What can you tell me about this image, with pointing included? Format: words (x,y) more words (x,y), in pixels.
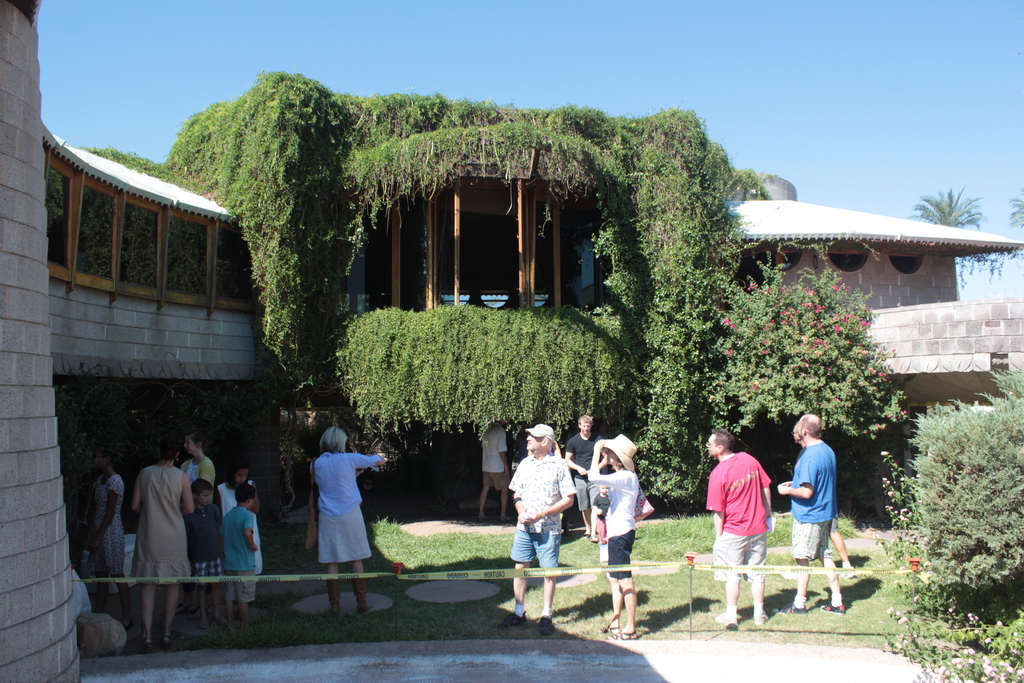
This is an outside view. At the bottom (518,566) few people (105,531) are standing on the ground (415,662) and also I can see the grass (439,542). In the background (62,324) there is a building (105,312) and also I can see a creeper plant (281,222) and windows (490,249). On the right side (939,539) there are few plants (954,478). At the top of the image (707,59) I can see the sky (630,58).
